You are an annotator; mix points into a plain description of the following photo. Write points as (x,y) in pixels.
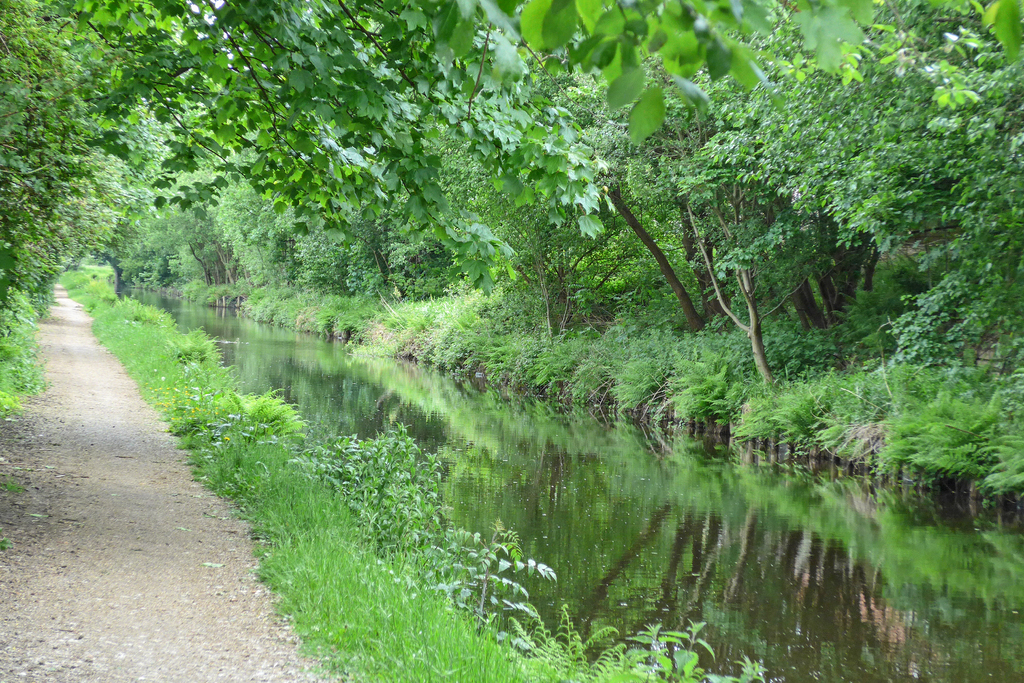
In this picture, there is a river (326,400) in the center (543,428). On either side of the river (525,525), there are trees (30,169), plants (890,377) and grass (295,528). At the bottom left (110,556), there is a lane (132,539).
